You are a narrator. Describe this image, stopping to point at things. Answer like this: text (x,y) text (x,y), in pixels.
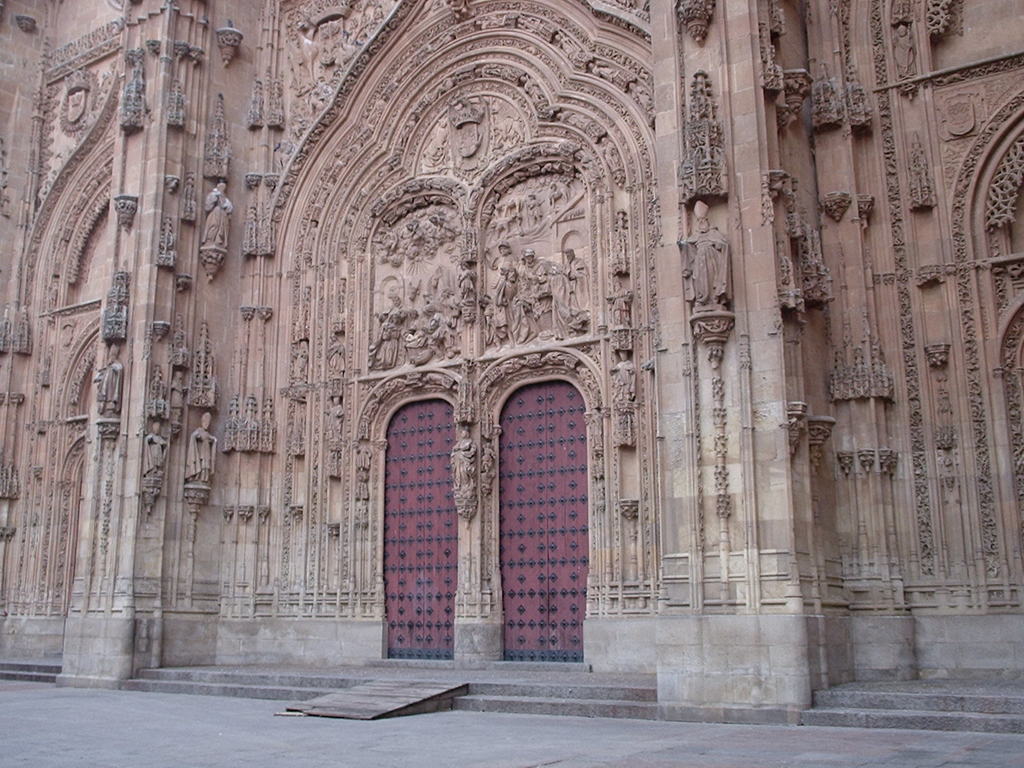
In this image we can see building (398,249) with doors (447,497) and steps (534,712). On the walls (285,206) of the building (225,154) we can see sculpture (421,156).
